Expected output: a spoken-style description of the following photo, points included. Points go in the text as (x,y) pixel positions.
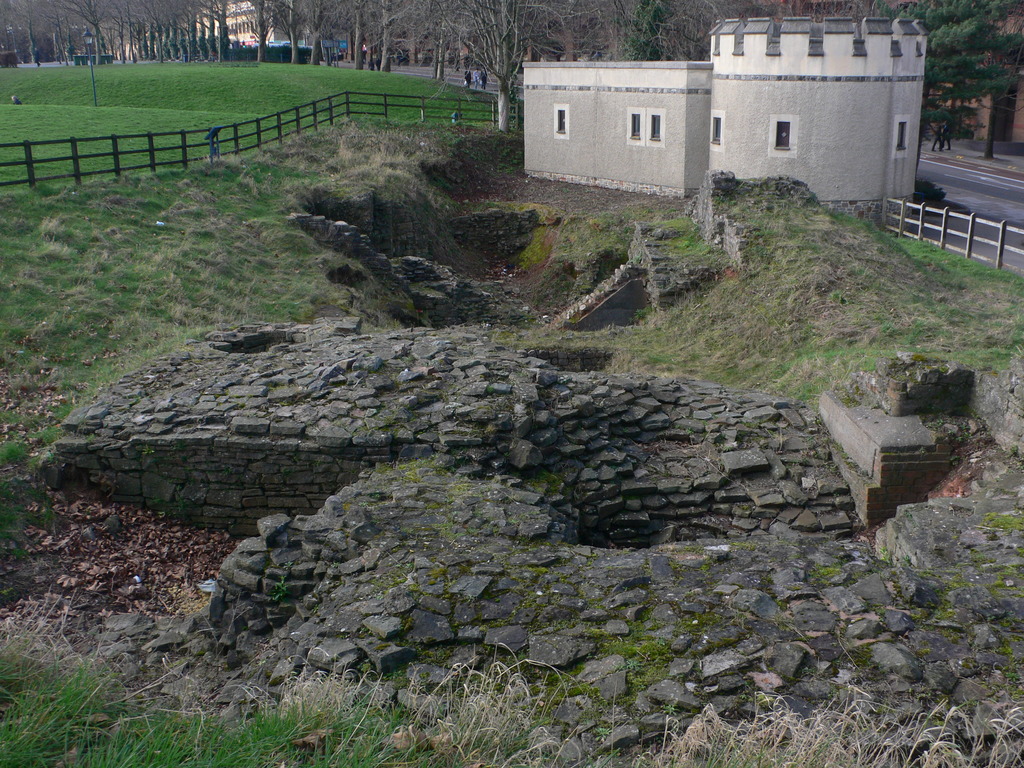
There are stones (308,386) and grassland (101,324) in the foreground area of the image (438,286), there are people (366,62), boundary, trees (149,20), buildings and grassland (322,141) in the background (736,135).
